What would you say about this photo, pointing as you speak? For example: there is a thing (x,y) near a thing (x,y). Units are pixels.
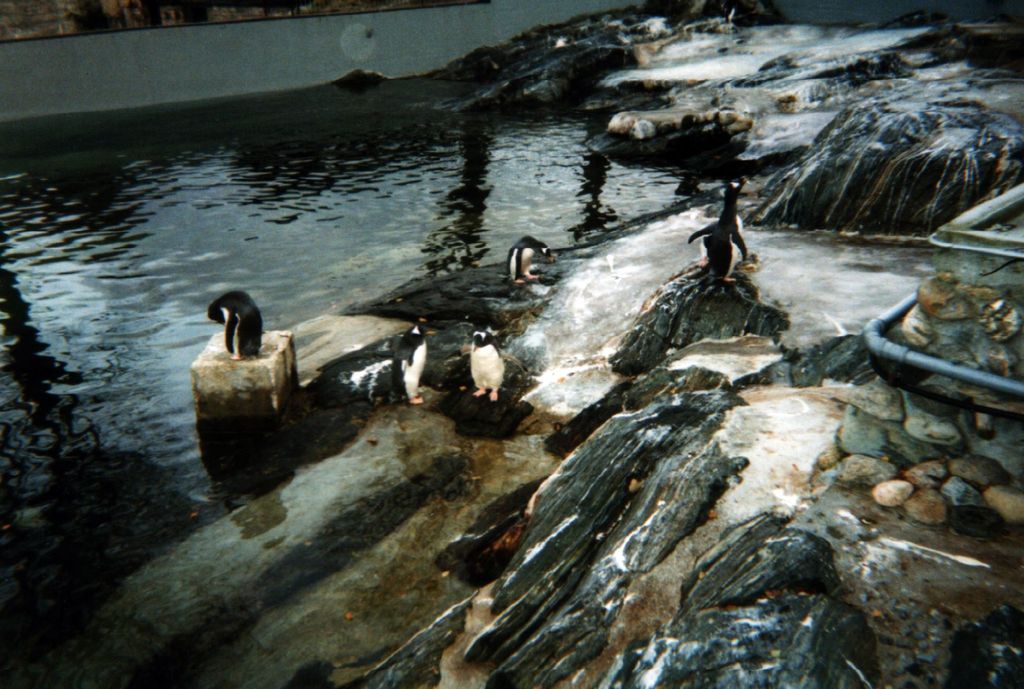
In this image we can see stones (919,474), rocks (488,296), penguins (243,330) and water (181,226).
